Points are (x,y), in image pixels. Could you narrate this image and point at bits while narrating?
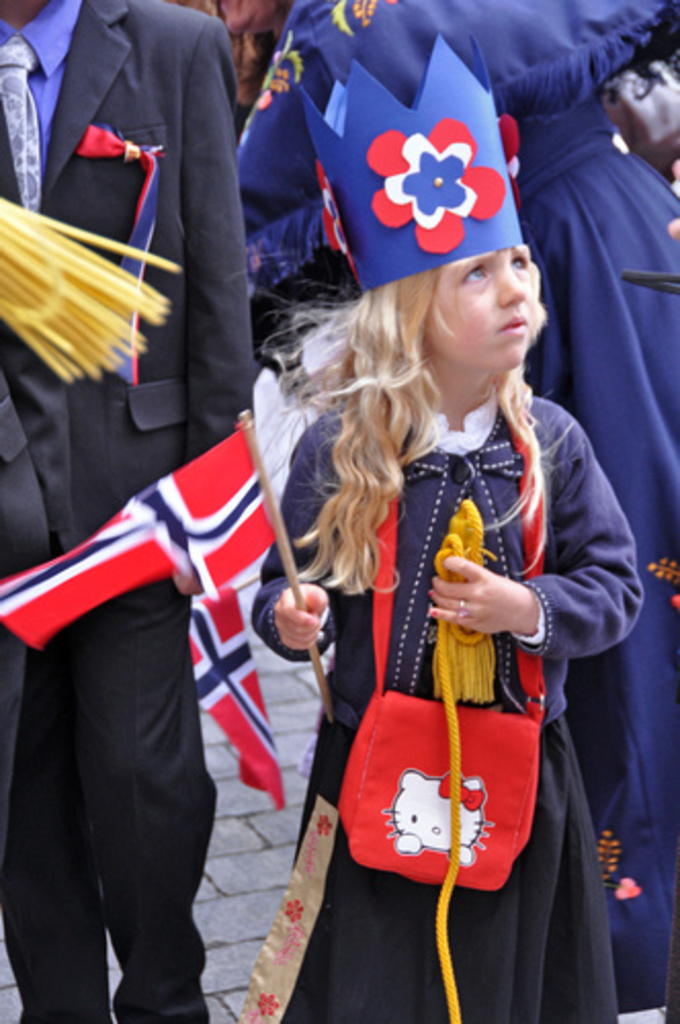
In the picture I can see people (168,462) among them the girl (393,458) in the front (425,464) is holding objects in hands (439,602) and wearing a crown (362,170).
